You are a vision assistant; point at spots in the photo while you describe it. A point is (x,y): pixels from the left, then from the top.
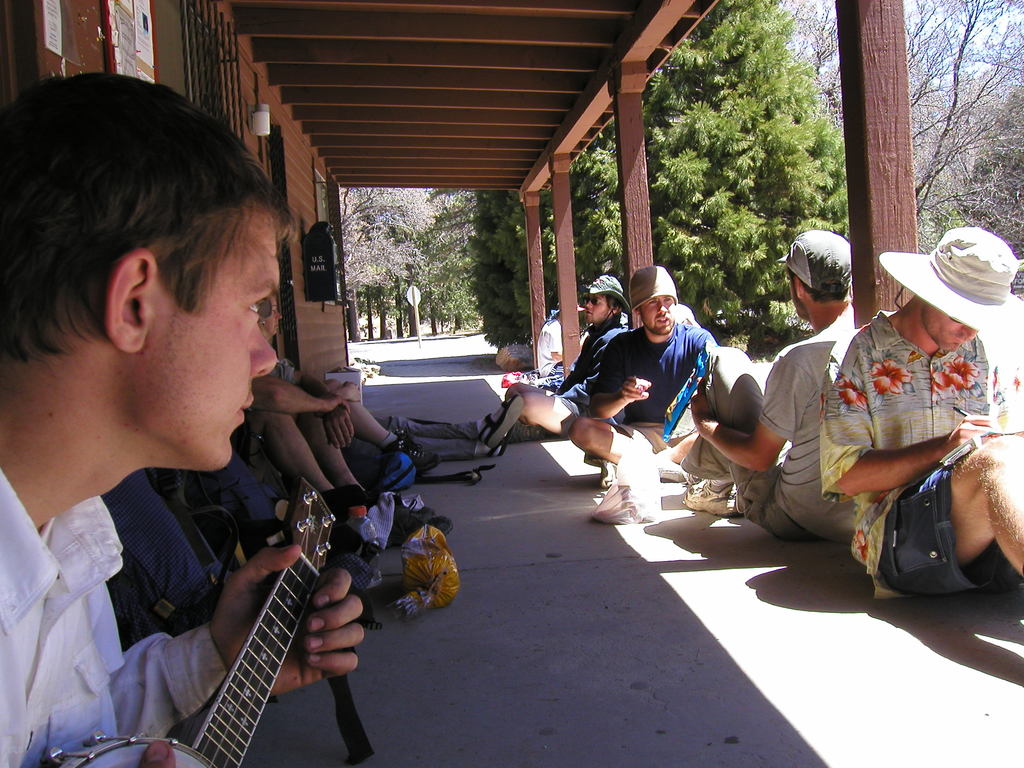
In image i can see a group of people (804,351) sitting, a man (225,429) holding the banjo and playing, and the man (1002,454) holding the book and writing at the top (388,54) i can see a wooden roof (385,43) at the background (765,84) i can see a tree (720,90) and a sky (833,69).
